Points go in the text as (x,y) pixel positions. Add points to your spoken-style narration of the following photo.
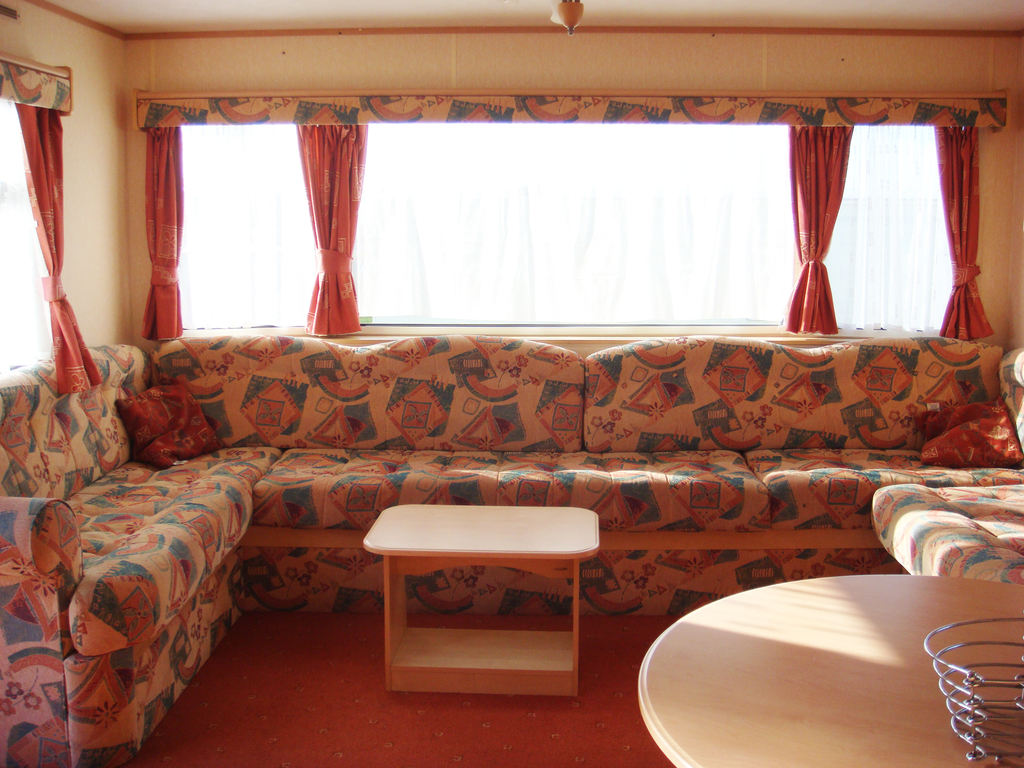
The image is taken inside the room (422,605). In the image there is a couch (276,468) from left to right side (992,507), in middle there is a table (494,528). On right side (824,589) there is another table (866,599), in background (883,281) there are few curtains (950,235) and a wall (211,82) which is in cream color on top (428,20) there is a roof (415,22) and at bottom (362,700) there is a red color mat (446,732).
